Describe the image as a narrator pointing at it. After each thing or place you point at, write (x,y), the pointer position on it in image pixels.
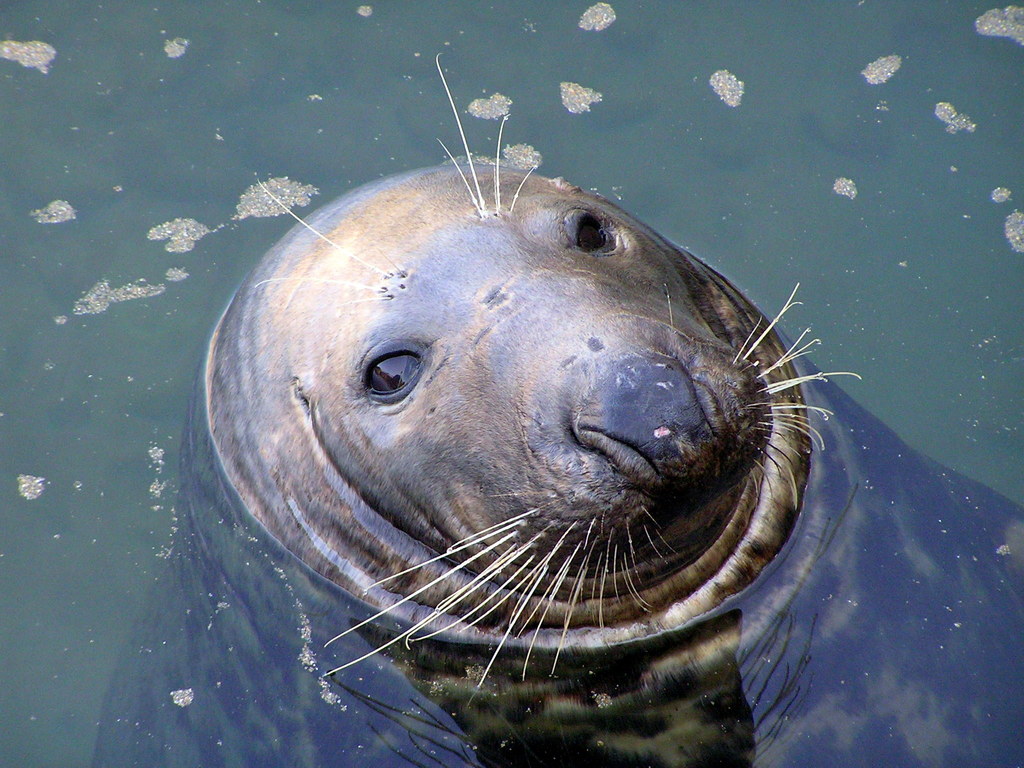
In this picture there is a seal (980,730) in the center of the image (642,299) in the water (760,650) and there is water (723,198) around the area of the image.
